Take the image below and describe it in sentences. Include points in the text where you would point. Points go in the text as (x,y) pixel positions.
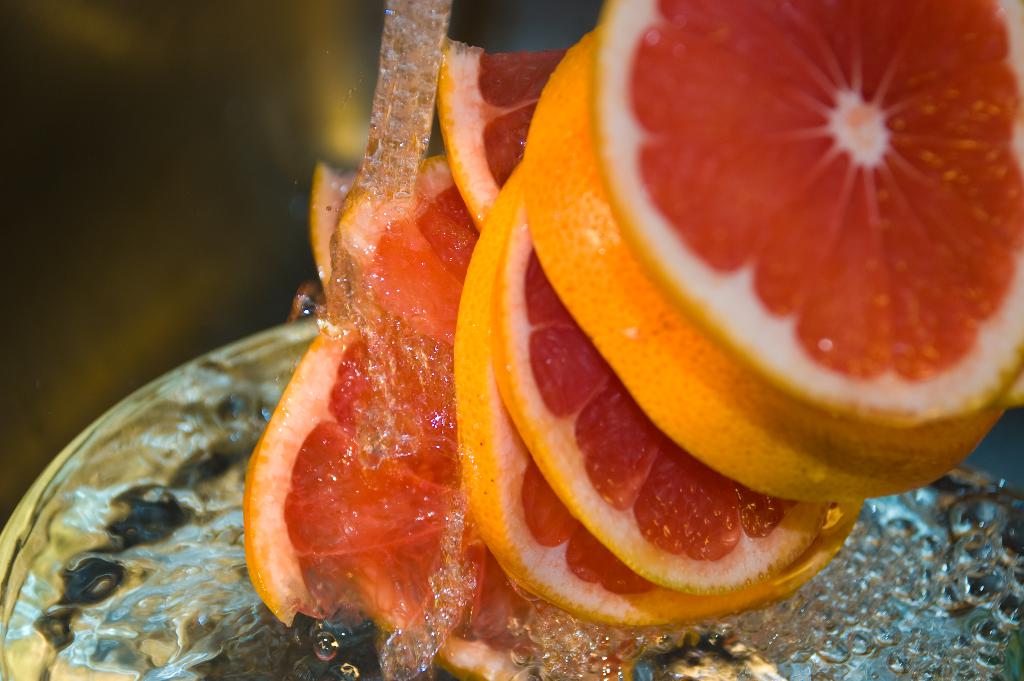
There are slices (424,387) of orange (489,414). Below that there is water (843,605) with bubbles (859,585).
